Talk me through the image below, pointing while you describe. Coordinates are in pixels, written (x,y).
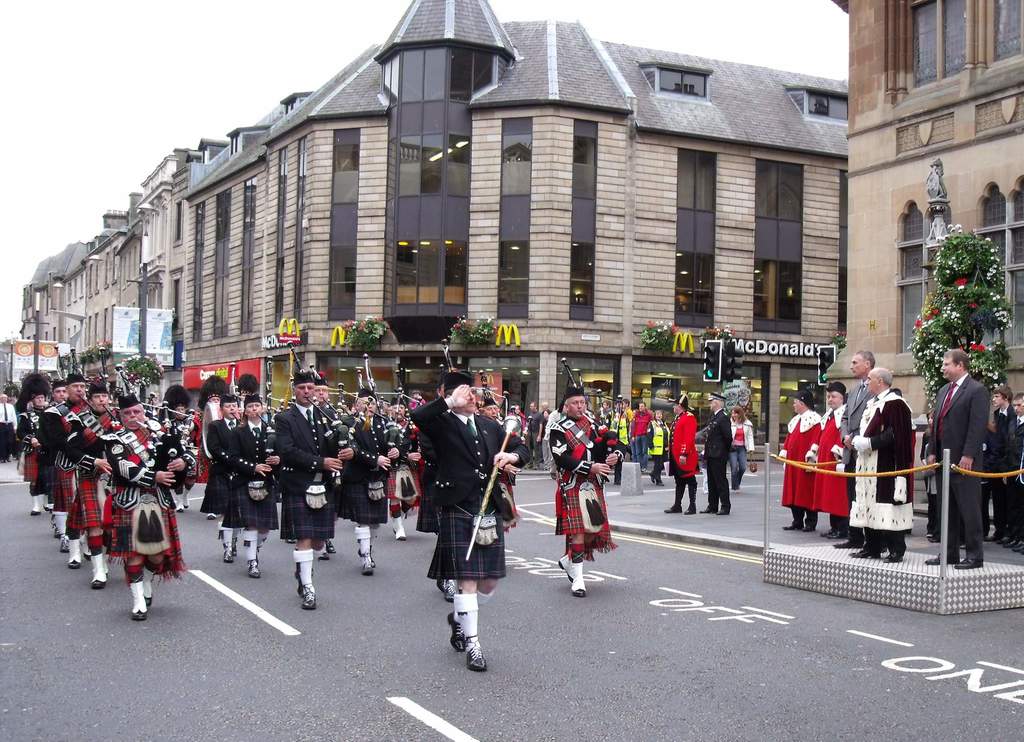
This picture describes about group of people (883,500), few are standing, few are walking and few people (395,529) playing musical instruments (341,447), in the background (60,312) we can see few poles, buildings (60,327), hoardings (27,363) and traffic lights (721,347), on the right side of the image (972,287) we can see a tree (983,309).
